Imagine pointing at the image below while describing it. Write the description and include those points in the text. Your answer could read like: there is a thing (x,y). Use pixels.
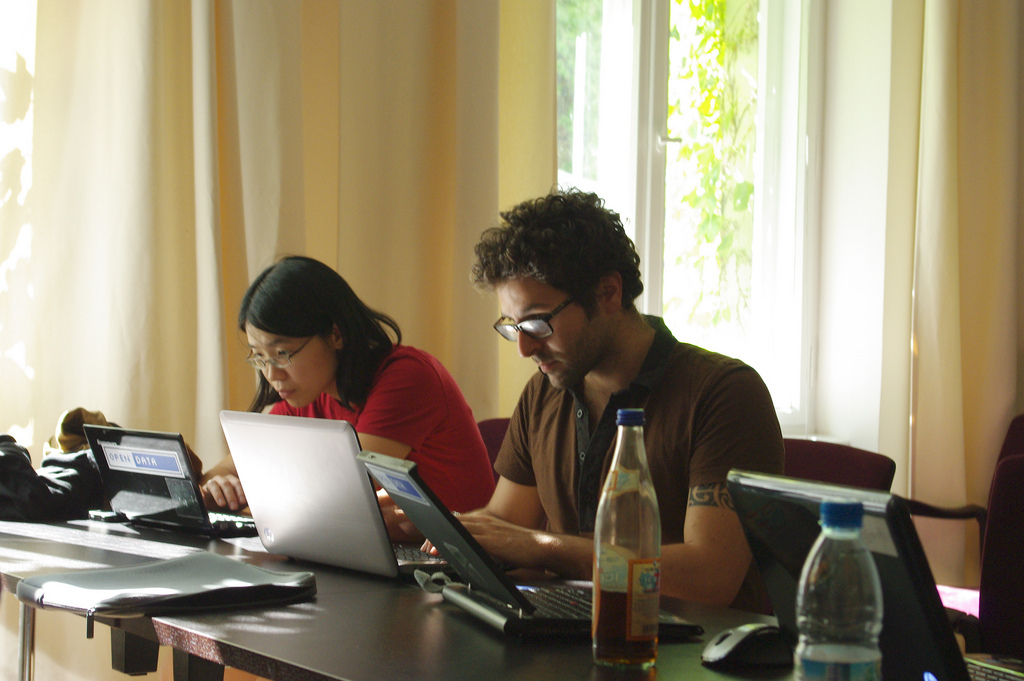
In this image there is one woman (367,331) who is sitting. On the right side (701,530) there is one man (687,495) who is sitting and looking at laptop (370,519) in front of them there is a table (716,608) on the table (717,628) there are some laptops (322,535) and bottles (824,615) and one mouse (742,630) and one laptop sleeve (95,572) is there. On the background (143,103) there is a glass window (594,92) and two curtains (439,115) are there.
